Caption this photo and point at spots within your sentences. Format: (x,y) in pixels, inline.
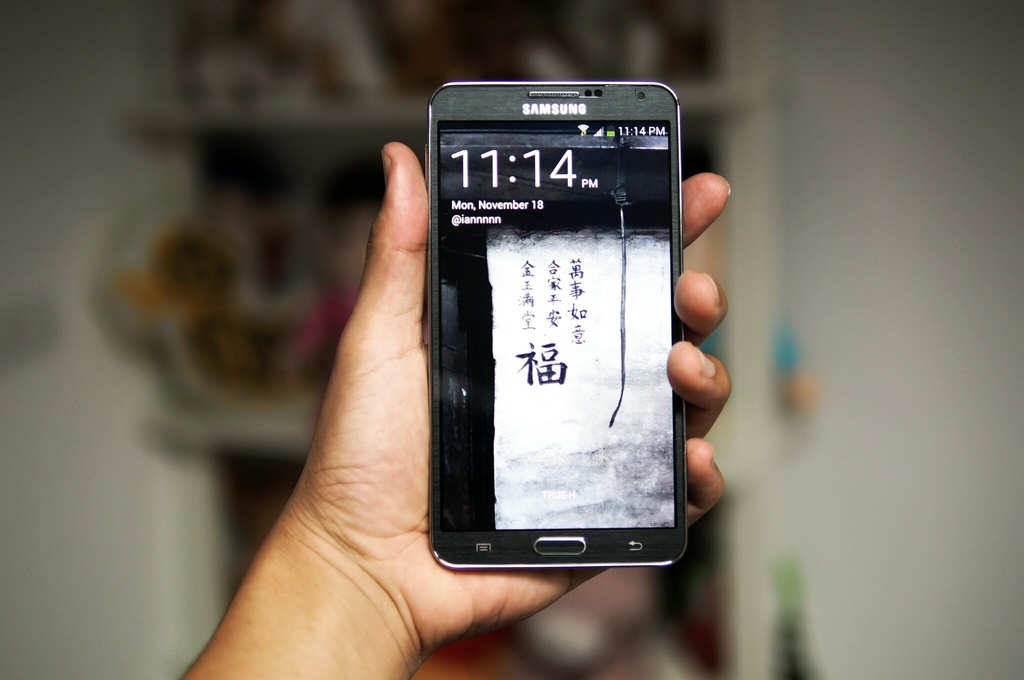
In the center of the image (406,324) we can see a person (326,548) is holding a mobile (537,377). In the background of the image (285,285) we can see a rack (305,173) and some objects (232,309), wall (813,293).
